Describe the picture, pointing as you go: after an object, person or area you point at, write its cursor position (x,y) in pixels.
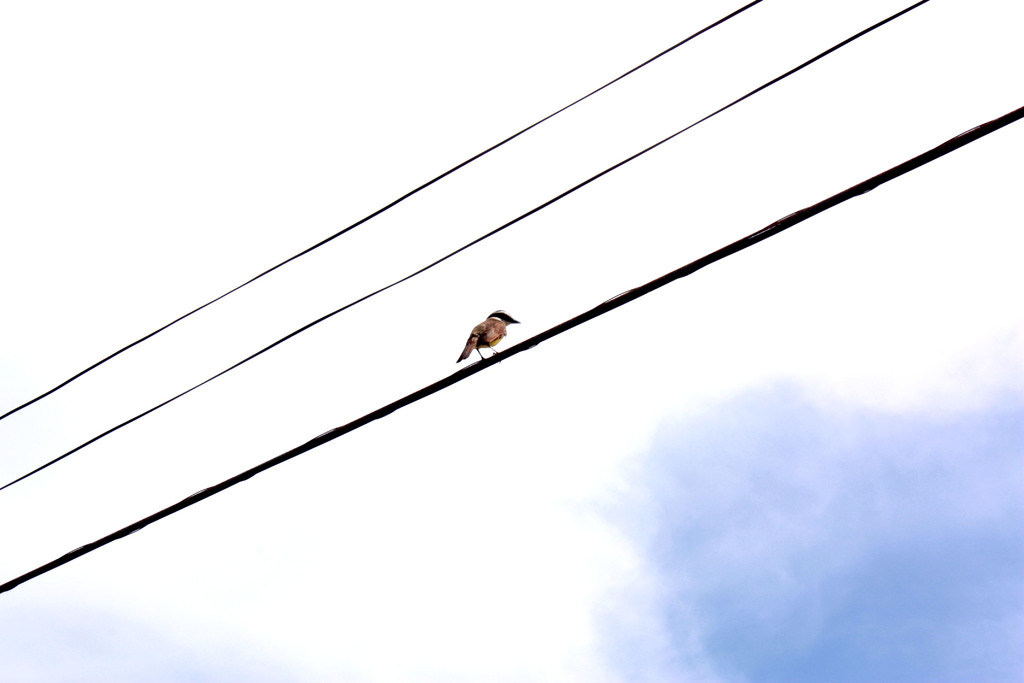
In this image we can see a cloudy sky (571,499) in the image. There are few electrical cables (596,174) in the image. A bird (490,337) sitting on the electrical cable (490,359).
